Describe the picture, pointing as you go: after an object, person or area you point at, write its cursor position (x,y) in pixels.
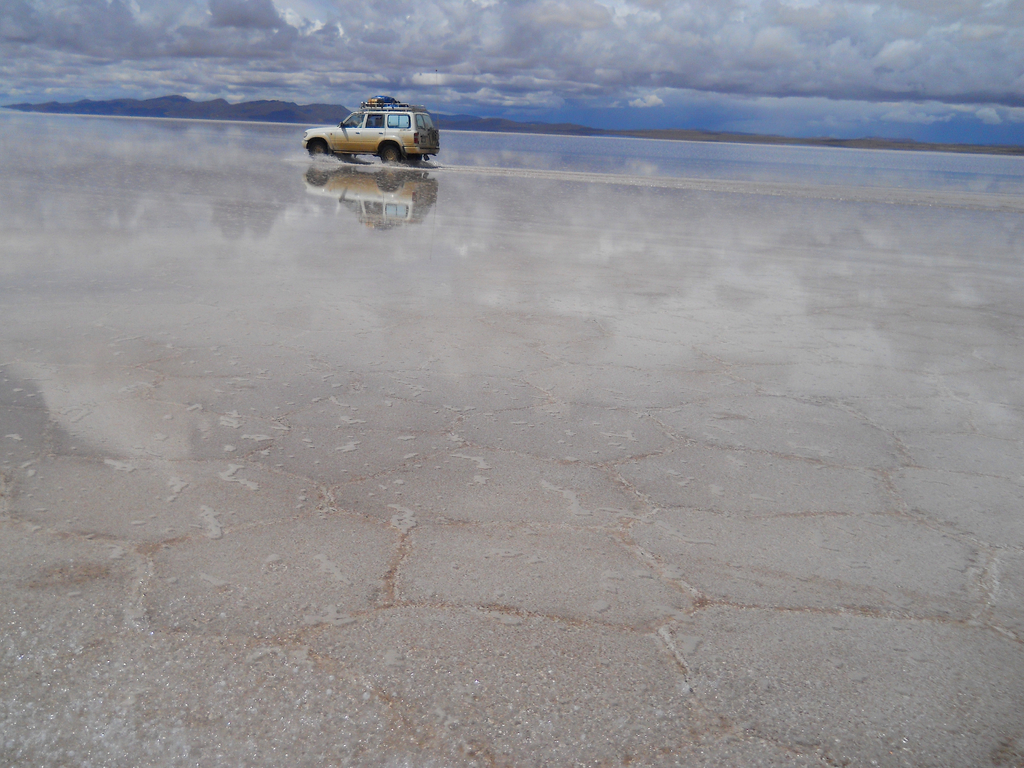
In the picture I can see a vehicle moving on the salt flat (433,342), here we can see the splashes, water (459,298), hills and the cloudy sky (507,95) in the background (236,63).
